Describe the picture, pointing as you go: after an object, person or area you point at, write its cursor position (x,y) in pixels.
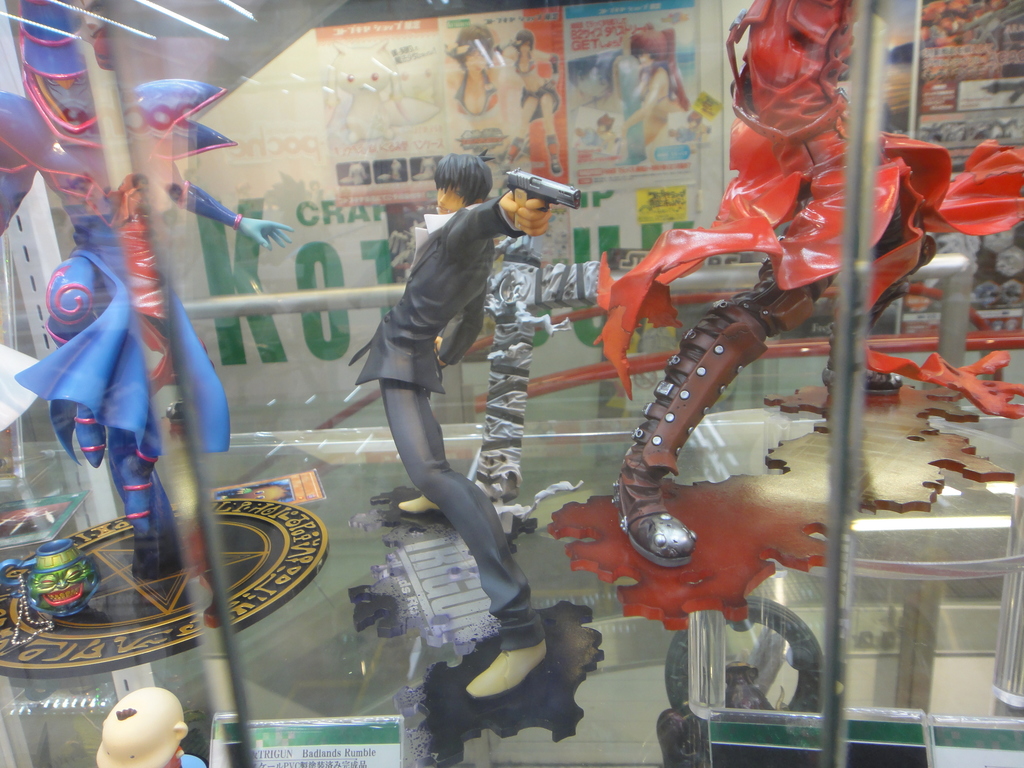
There are toys (699,414). In the background (659,91) we can see posters (651,138).
